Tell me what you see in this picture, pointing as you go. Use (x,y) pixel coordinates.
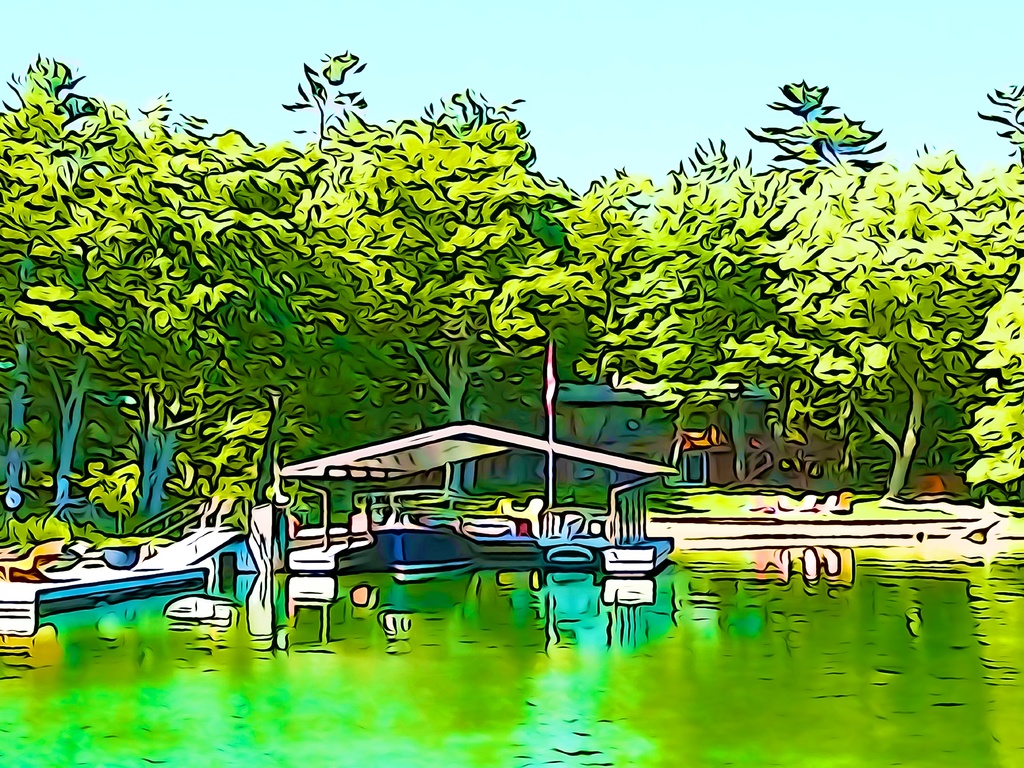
It is an edited picture. Here we can see few trees (5,381), shed (631,462), water (993,706) and sky (684,64).
